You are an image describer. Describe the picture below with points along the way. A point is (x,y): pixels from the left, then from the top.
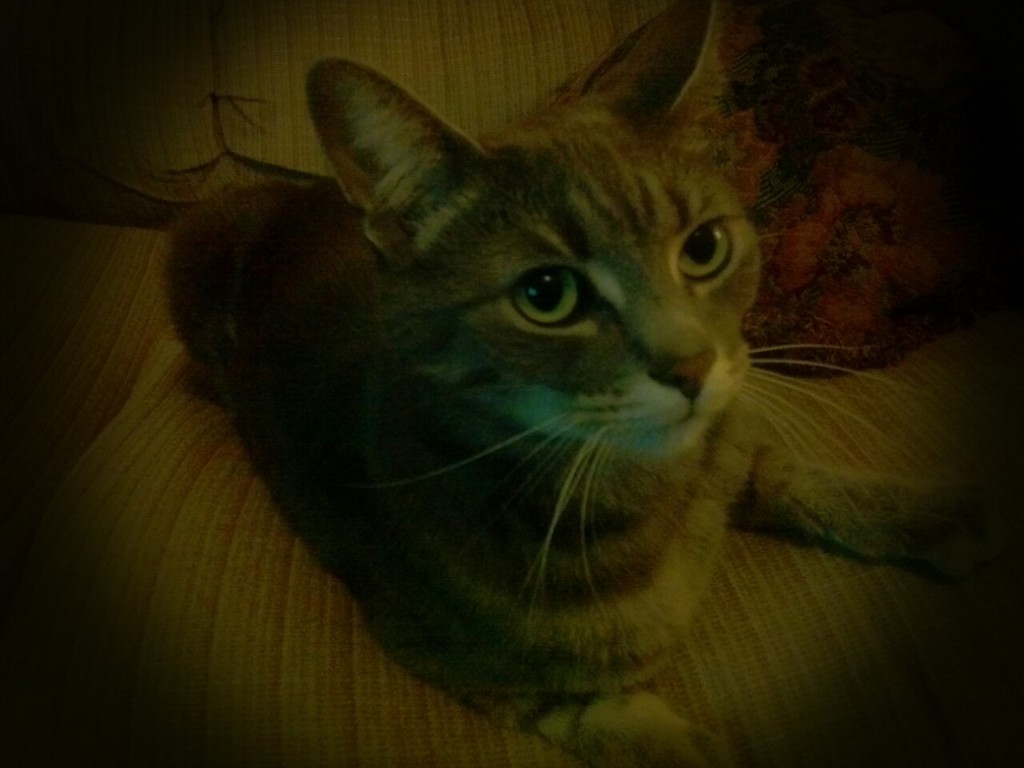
In this picture there is a cat (532,187) which is sitting on the couch (961,626). Beside the cat (515,236) I can see the pillows (848,143).
